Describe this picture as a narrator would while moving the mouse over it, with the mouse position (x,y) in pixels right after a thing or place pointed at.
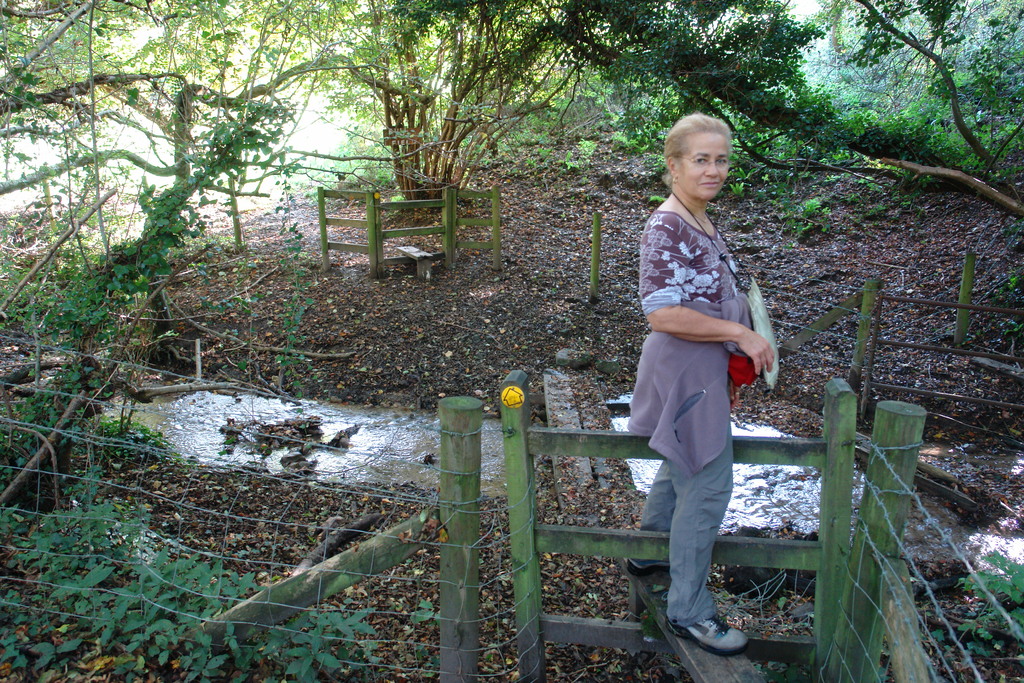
In this picture there is a lady (696,219) who is standing on the right side of the image (687,370) and there is a boundary (239,623) on the left side of the image (203,381), there are trees (715,69) at the top side of the image (376,60) and there is water (820,471) at the bottom side of the image (433,473).
